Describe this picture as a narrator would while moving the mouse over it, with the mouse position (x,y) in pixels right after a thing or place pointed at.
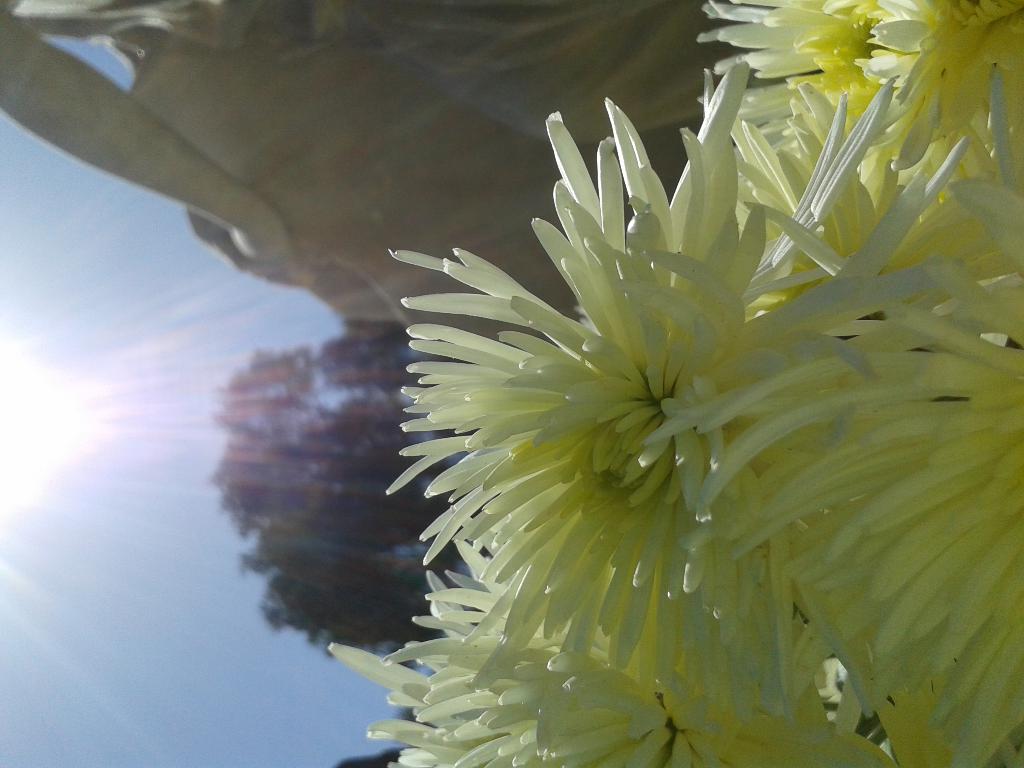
In this image we can see a bunch of flowers (689,477). On the backside (425,183) we can see a statue (480,223), a tree (387,468) and the sky (226,660).
